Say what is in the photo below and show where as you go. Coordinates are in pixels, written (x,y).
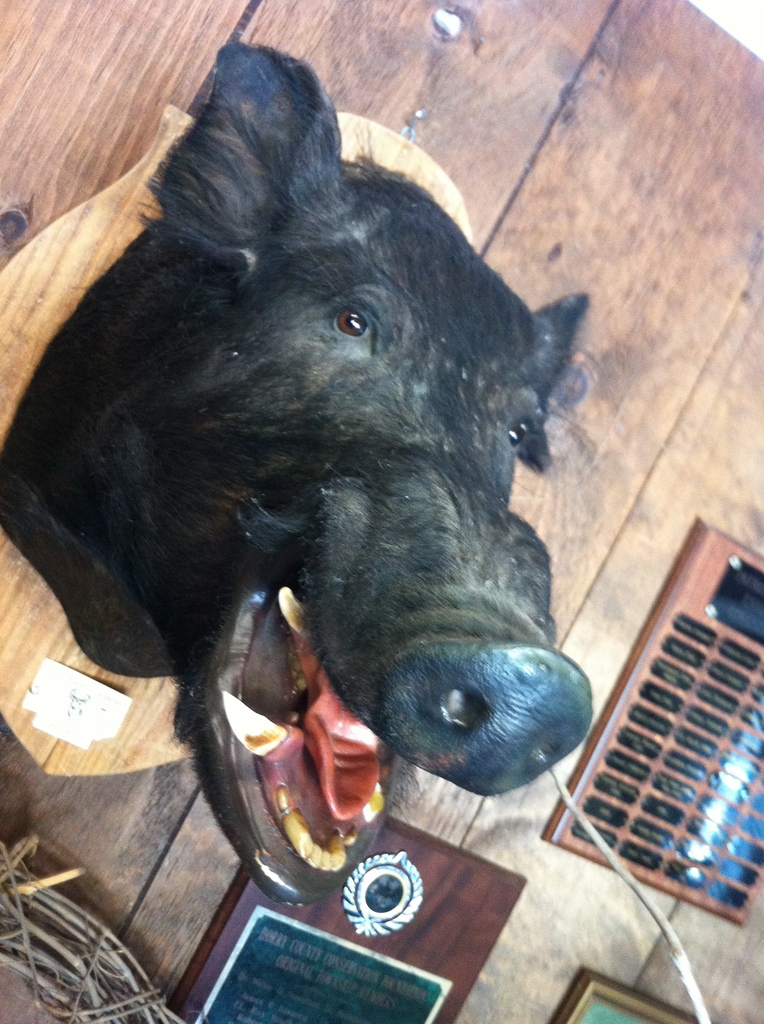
In the image we can see there is a statue (351,304) of a boar's head (431,320) kept on the wooden wall (479,195). There is a shield (460,881) kept on the wall (613,886).
